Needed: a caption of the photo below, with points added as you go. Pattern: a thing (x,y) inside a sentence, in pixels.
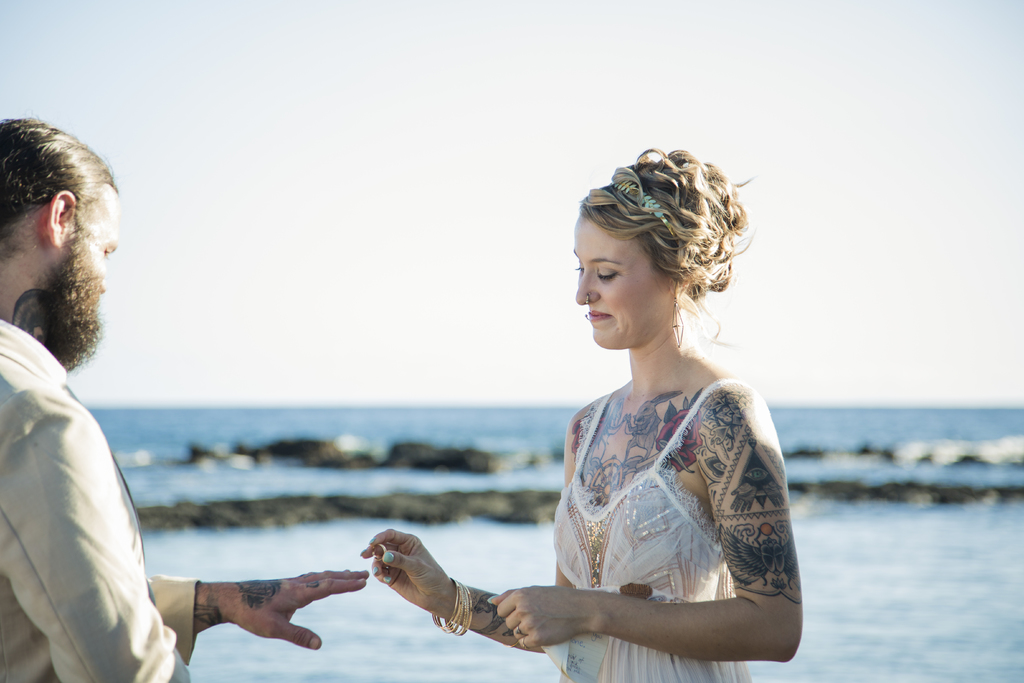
In this image we can see two persons (635,296). one woman (612,488) is holding a ring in her hand (428,577). In the background (872,585), we can see water (905,549), rocks (269,504) and the sky (339,251).
